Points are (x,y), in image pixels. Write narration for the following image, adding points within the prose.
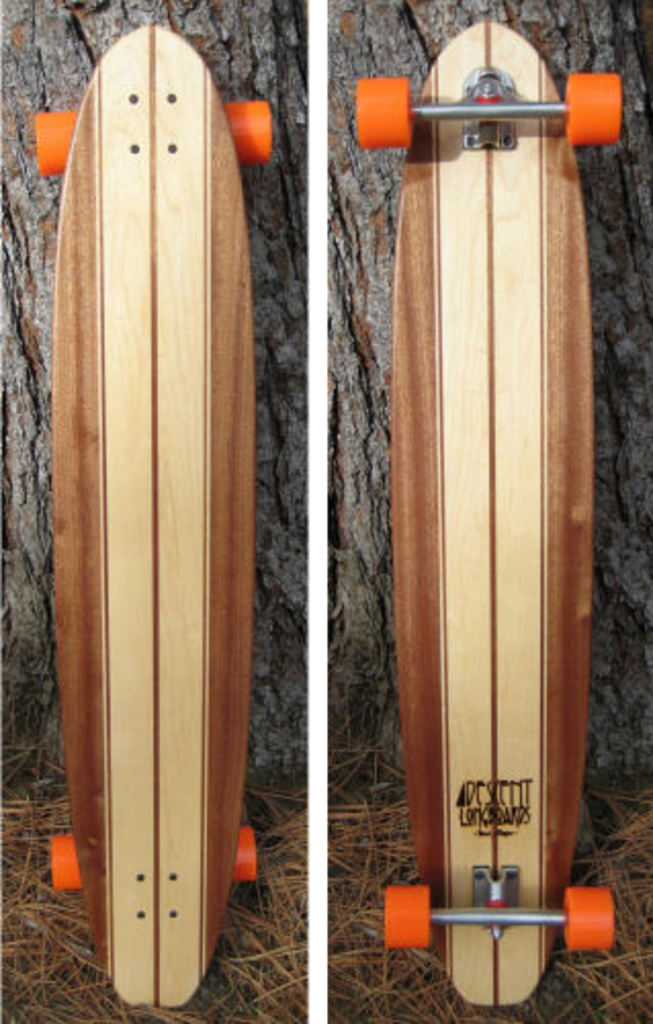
This is a collage image. We can see a skateboard (172,500) in different angles on the ground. Behind the skateboard (118,422), there is a tree trunk (28,278).
